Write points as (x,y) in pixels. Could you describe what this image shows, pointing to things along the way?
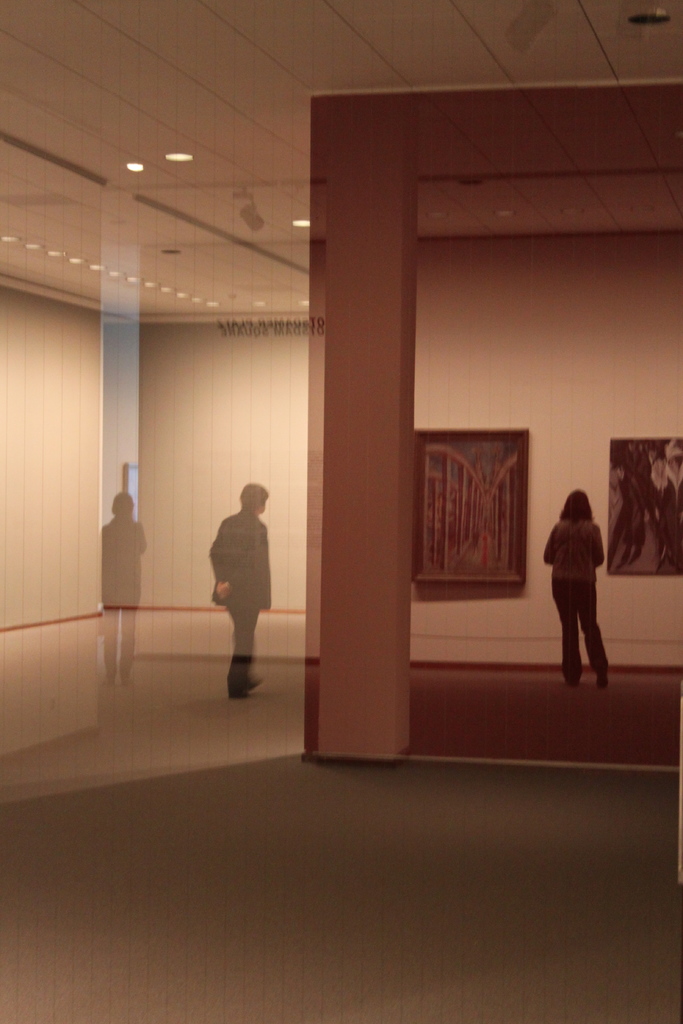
In this picture we can see an inside view of a building (493,346), three people (125,552) standing on the floor (232,799), walls (31,389), frames (638,489), ceiling (447,46), lights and some objects (80,171).
